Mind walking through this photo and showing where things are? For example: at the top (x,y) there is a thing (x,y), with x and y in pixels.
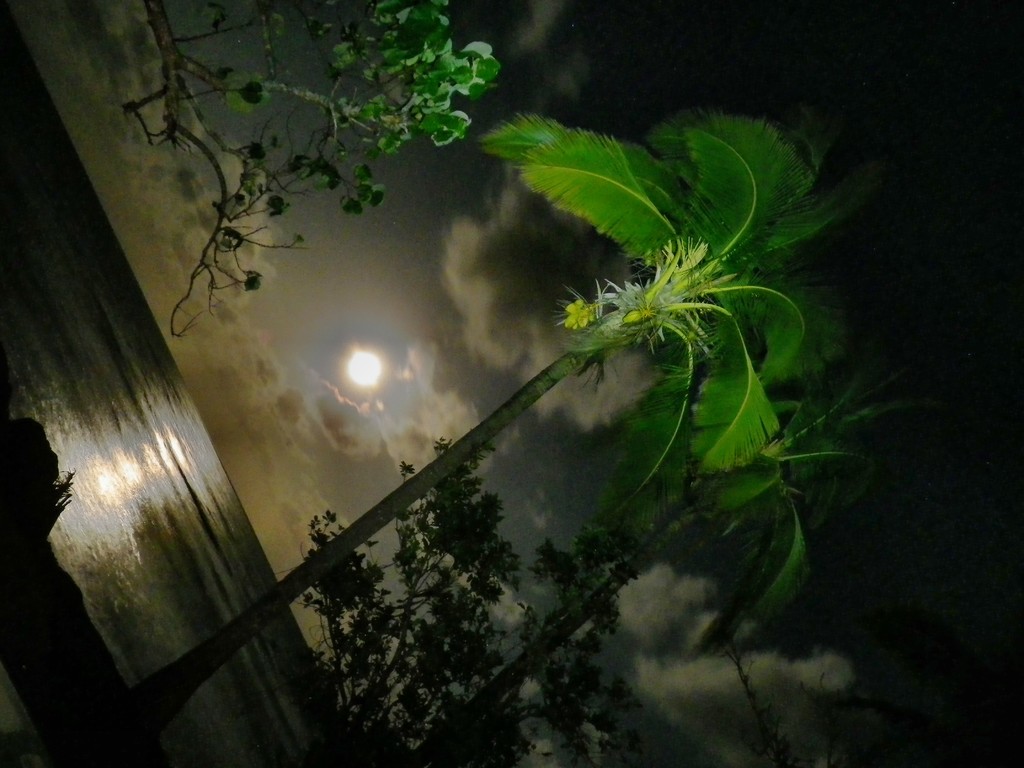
On the top left (250,51), there is a tree (337,47). At the bottom of the image (597,705), there are trees (198,677). In the background (234,470), there is a moon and there are clouds (496,350) in the sky (451,278).
